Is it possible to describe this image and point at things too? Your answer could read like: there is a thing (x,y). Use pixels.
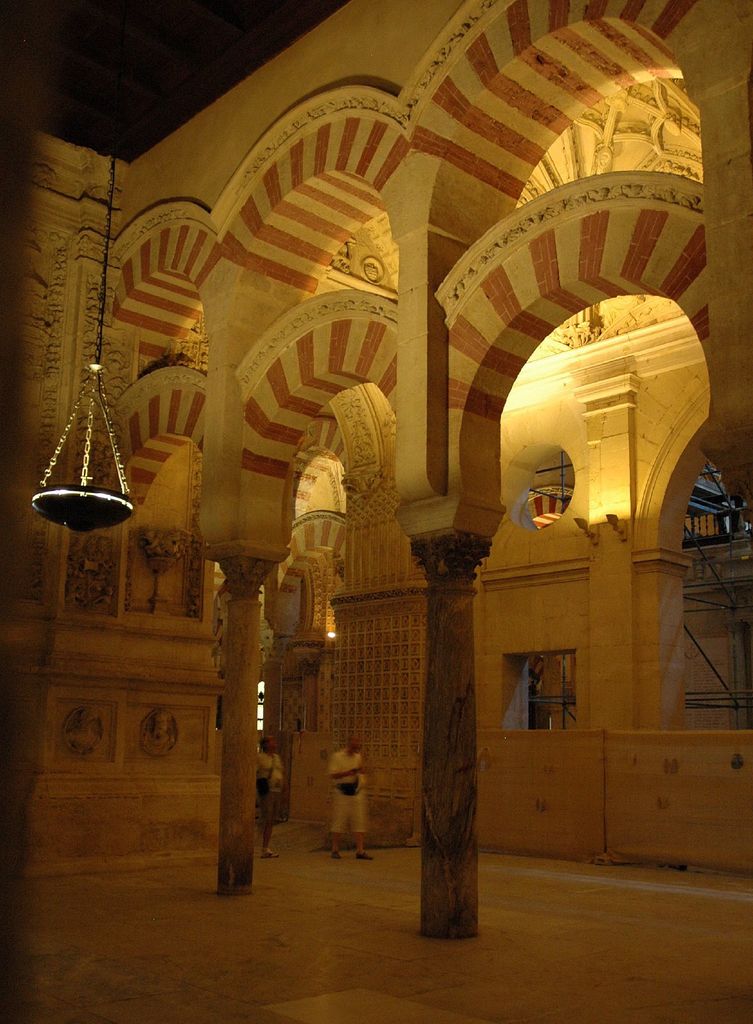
In the middle of the image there is a building (534,892), in the building (445,784) two persons (350,815) are standing.
